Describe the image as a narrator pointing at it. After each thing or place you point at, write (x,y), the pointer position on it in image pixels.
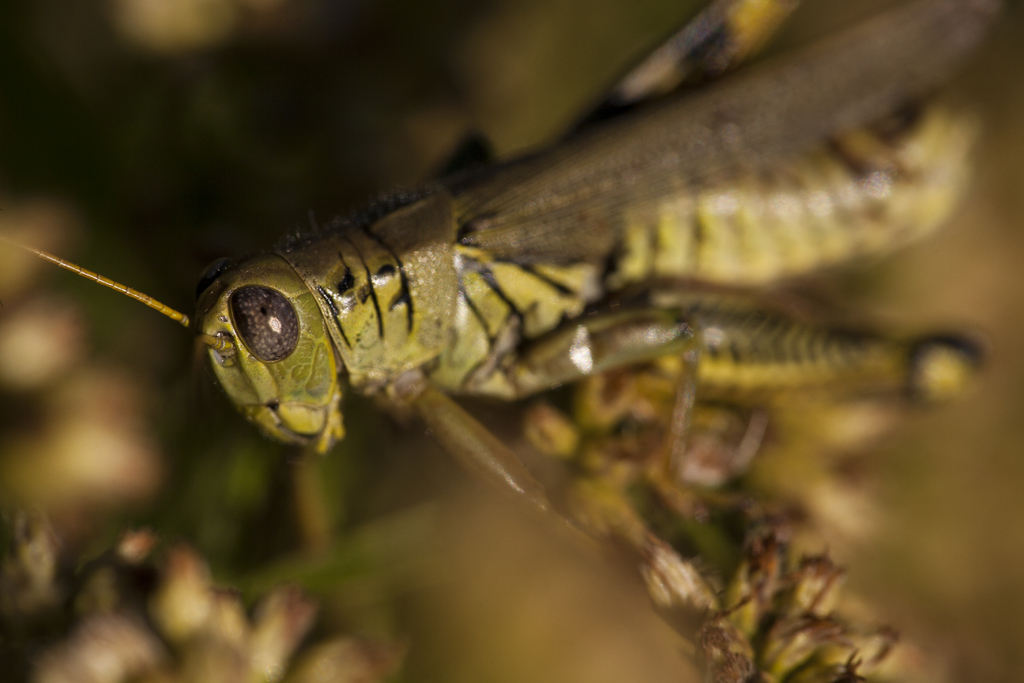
In this picture, we see an insect (571,255) which looks like a grasshopper (535,326). In the background (393,436), it is green in color. This picture is blurred in the background (900,563).
